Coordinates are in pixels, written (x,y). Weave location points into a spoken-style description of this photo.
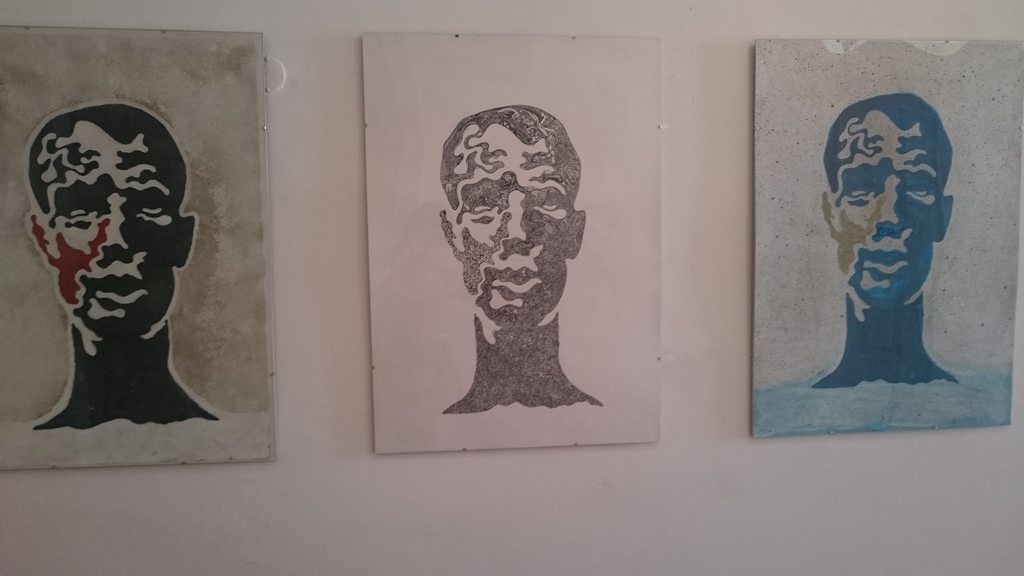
In this image we can see three photo frames (102,135) on the wall (568,514) and in the photo frames (217,99) we can see the painting (774,208) of a human's head (166,183).
